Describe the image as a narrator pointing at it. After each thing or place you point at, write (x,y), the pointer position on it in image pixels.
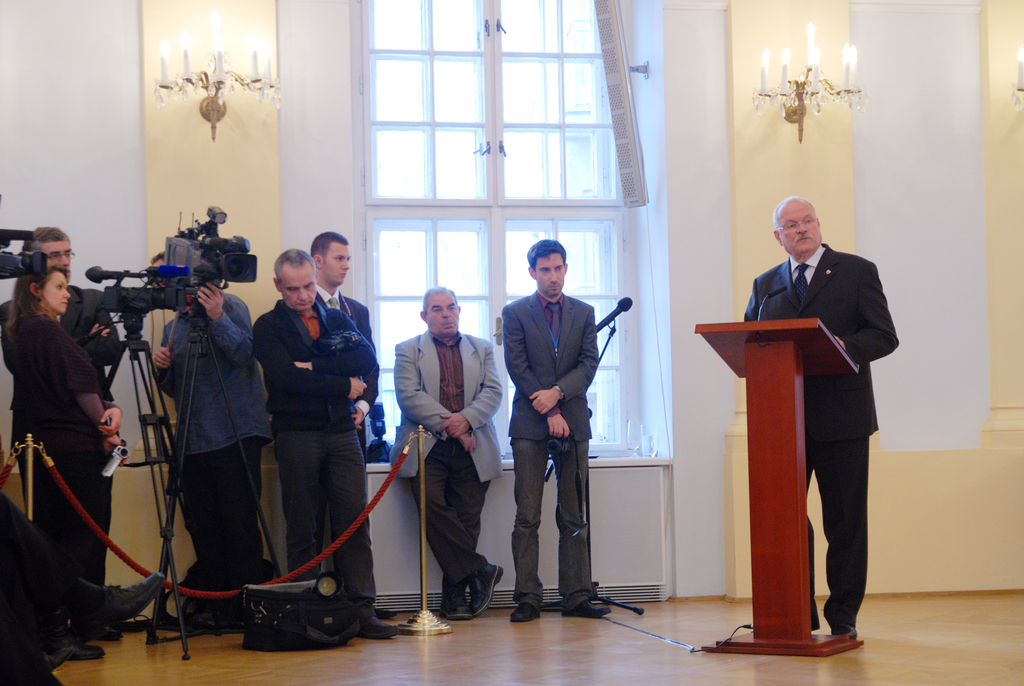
In the middle of the image (608,343) there is a fencing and podium (789,543) and microphone (761,309). Behind them few people (308,312) are standing and holding some cameras (222,265). Behind them there is wall (974,35), on the wall (763,263) there are some windows (465,36) and candle lights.
